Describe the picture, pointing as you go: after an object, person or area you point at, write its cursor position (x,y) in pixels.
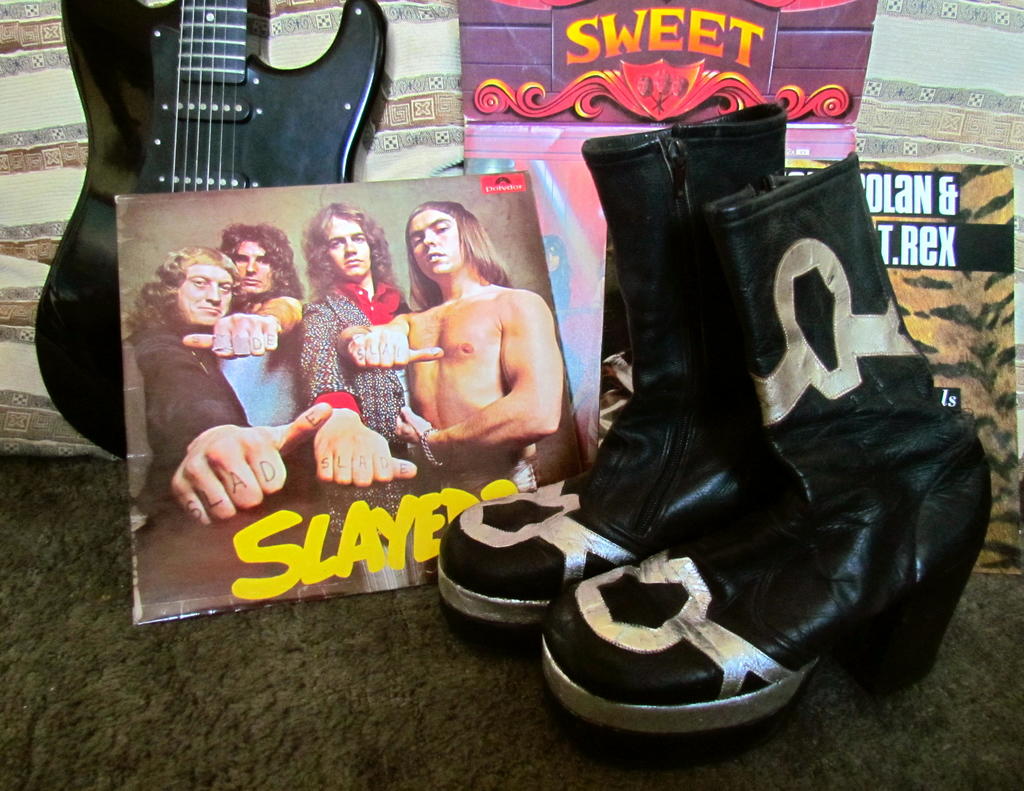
In this image there is a guitar (141,140) to the wall (65,131) and there is a shoe (745,566) beside it. There is a poster (268,278) in between both the shoe (485,571) and the guitar (303,165).
